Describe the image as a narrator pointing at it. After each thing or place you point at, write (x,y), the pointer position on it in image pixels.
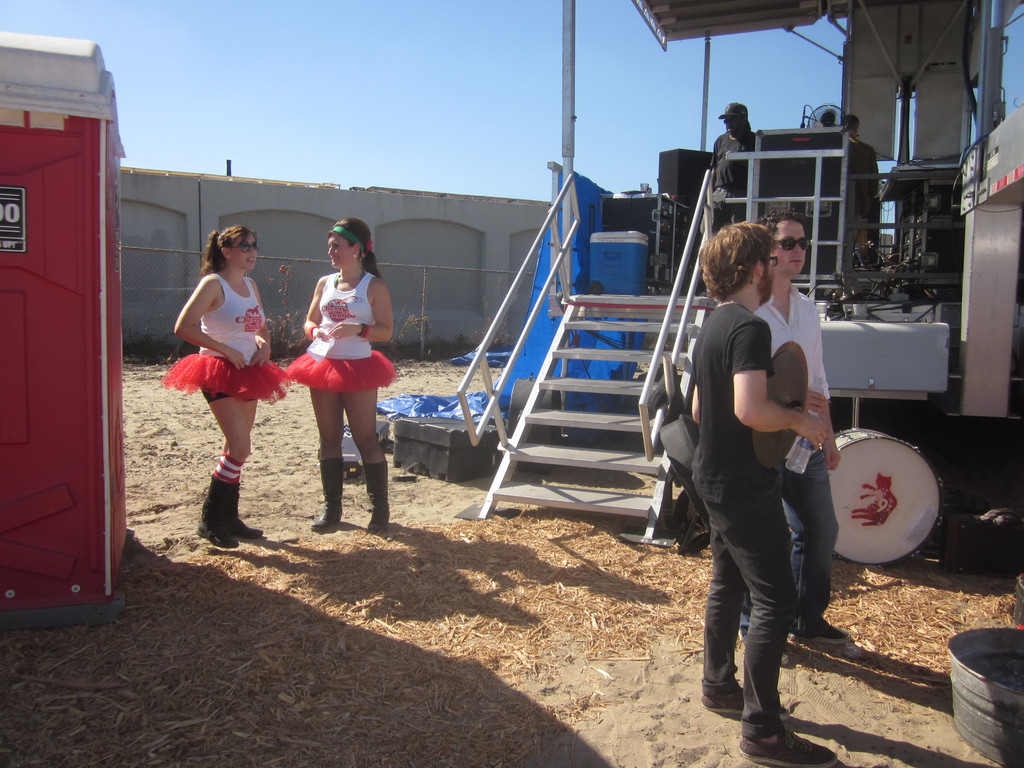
In this image I can see a person (755,478) wearing black colored dress (760,501) is standing and holding few objects (778,438) in his hand (808,427) and another person (792,332) wearing white shirt (803,341) and jeans (801,475) is standing. In the background (898,539) I can see a drum (851,522), few stairs (579,380), two women (349,373) wearing white and red colored dress (235,316) are standing, the wall (267,253), red and white colored objects (73,223), the stage (808,200), few persons (867,159) standing on the stage (770,187) and the sky (360,53).
